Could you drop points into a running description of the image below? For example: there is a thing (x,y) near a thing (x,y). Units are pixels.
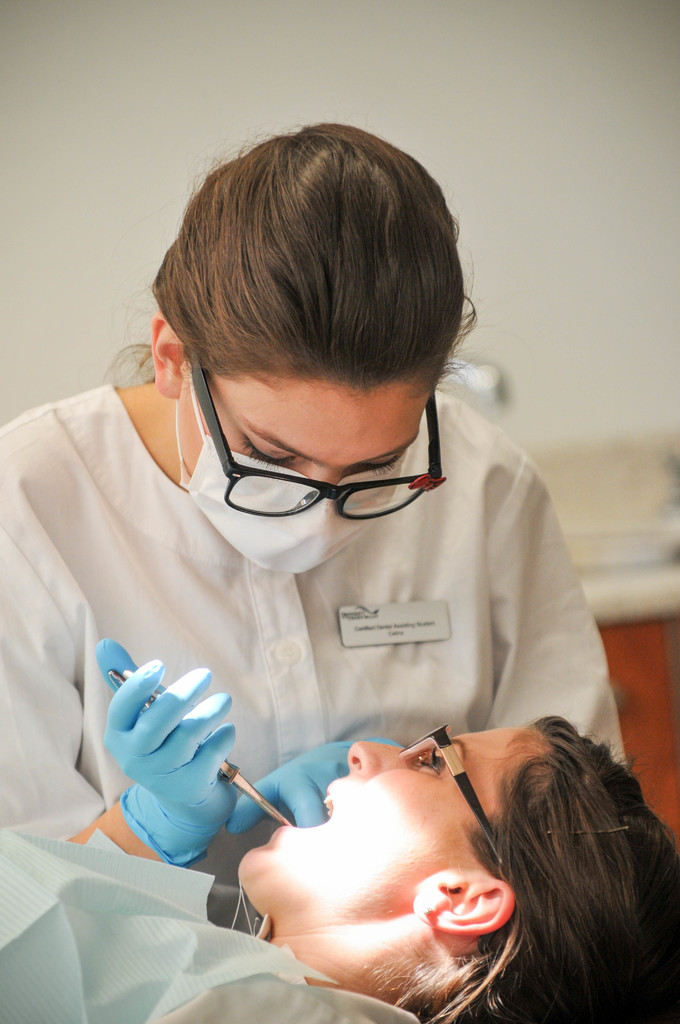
In this image we can see a person (375,838) wearing specs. Also there is a lady (180,526) wearing specs (267,484), mask (275,497) and gloves (189,721). And she is holding a tool (227,761). In the background (565,228) it is blurry and we can see a wall (629,304).
